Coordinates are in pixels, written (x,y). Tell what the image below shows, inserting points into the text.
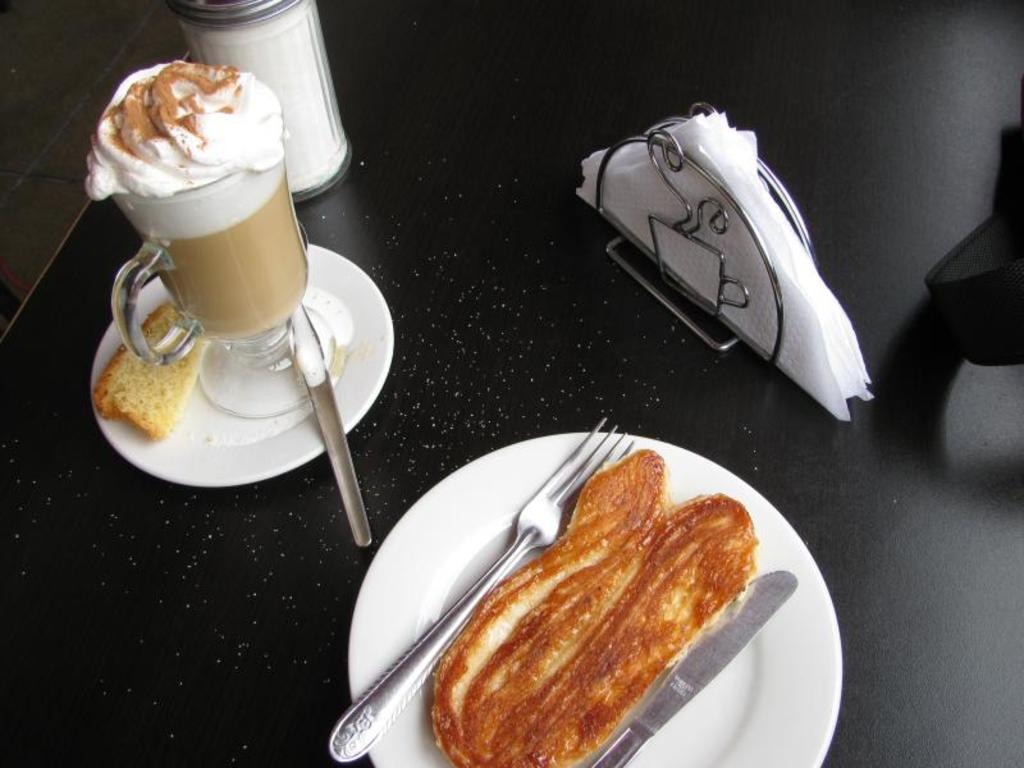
In this image we can see a plate (480,538) with food (583,621), knife (706,651), fork (524,549), cup (259,313), tissues (761,302) placed on the black table (591,328).
